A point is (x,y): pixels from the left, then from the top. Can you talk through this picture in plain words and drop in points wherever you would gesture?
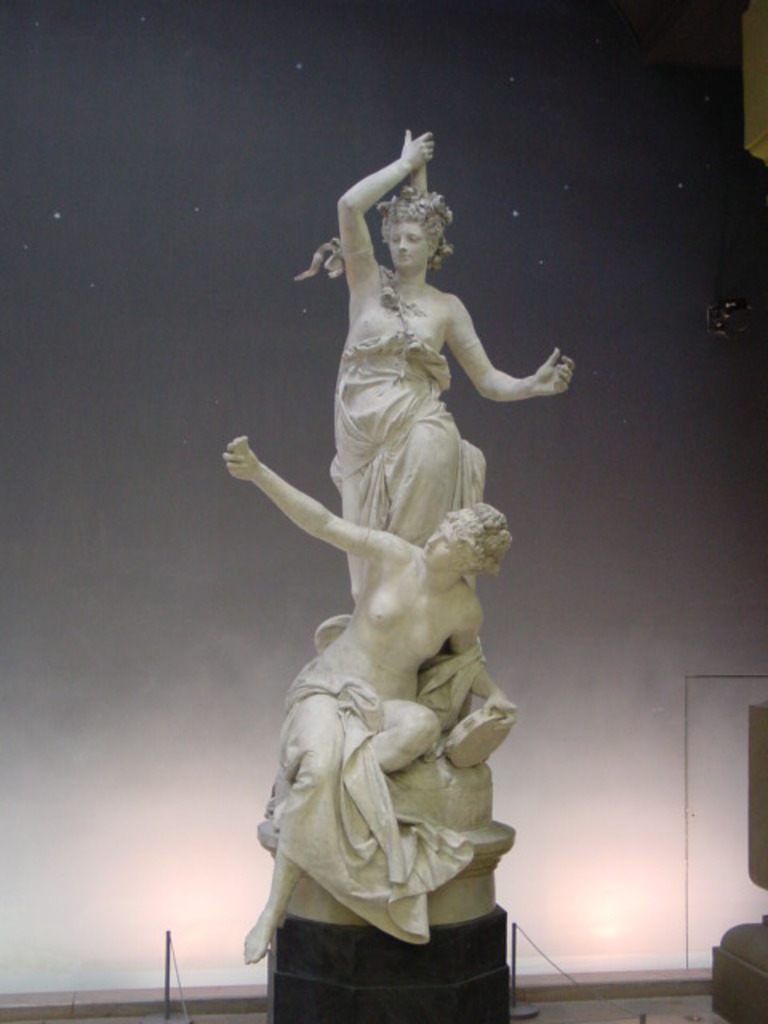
In this image I can see a statue (360,673) which is cream in color of two persons (383,673), one person (405,478) is standing and the other is sitting. I can see few poles (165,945) and the sky (551,671) in the background (567,482).
